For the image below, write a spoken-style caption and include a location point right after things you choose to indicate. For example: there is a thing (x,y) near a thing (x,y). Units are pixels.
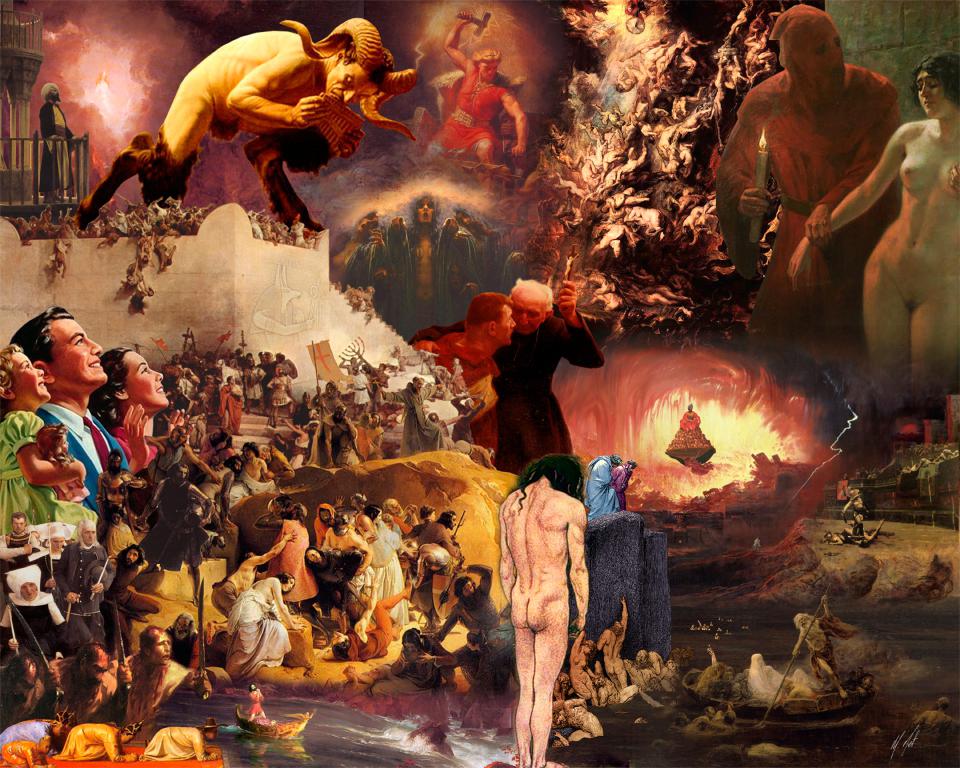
In this image I can see an art (568,432). It is looking like a painting (395,541). I can see many people (415,573) in the painting (802,497).
